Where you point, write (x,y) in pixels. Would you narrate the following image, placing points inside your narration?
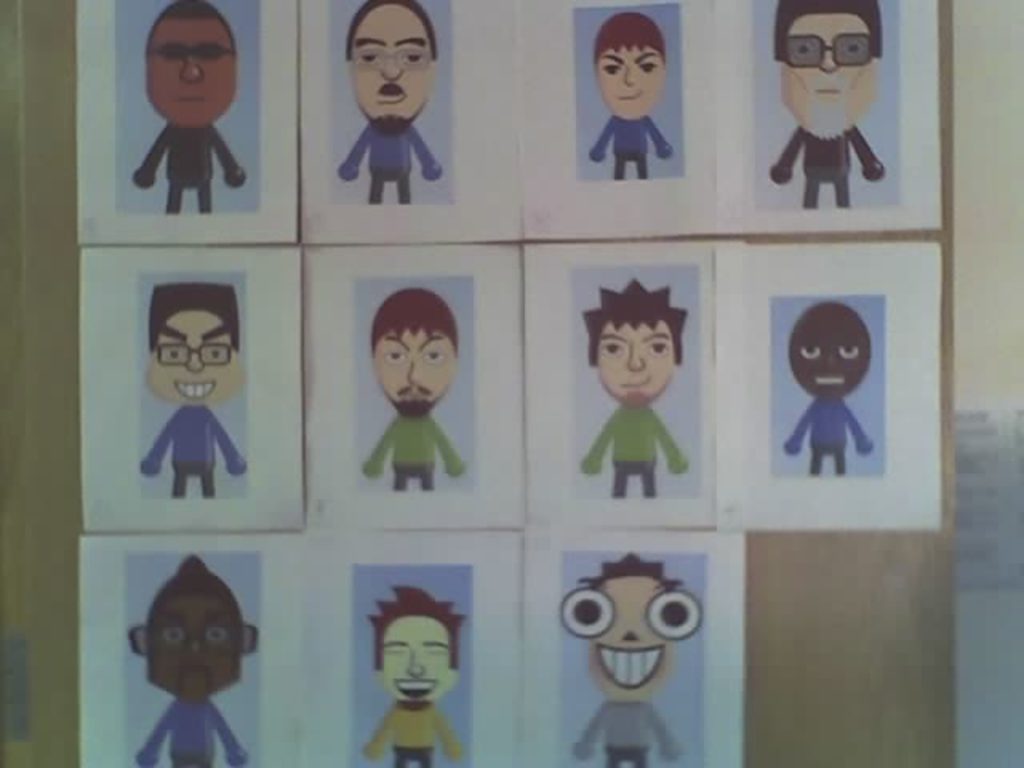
In this image we can see group of pictures (620,153) pasted on the surface (808,617).
